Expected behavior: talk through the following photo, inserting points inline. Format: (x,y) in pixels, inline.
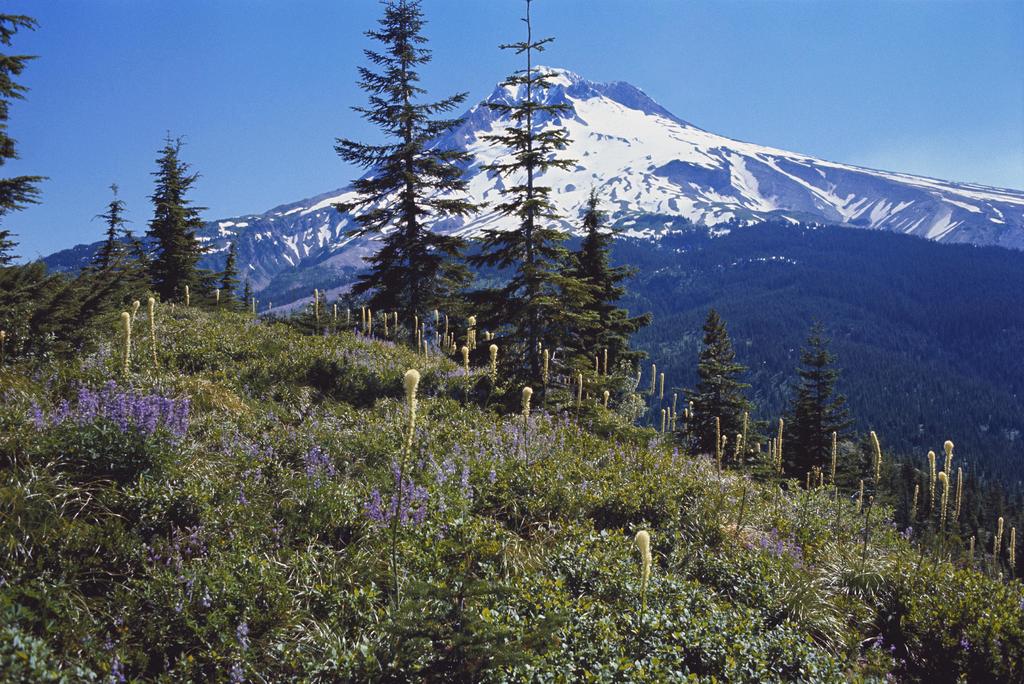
In this image I can see few plants (459,554) which are green in color, few flowers (387,525) which are purple in color and few cream colored objects (415,398) to the trees (527,138). In the background (610,300) I can see few trees (433,289), a mountain (429,194), some snow (554,168) on mountains (638,161) and the sky (727,84).
